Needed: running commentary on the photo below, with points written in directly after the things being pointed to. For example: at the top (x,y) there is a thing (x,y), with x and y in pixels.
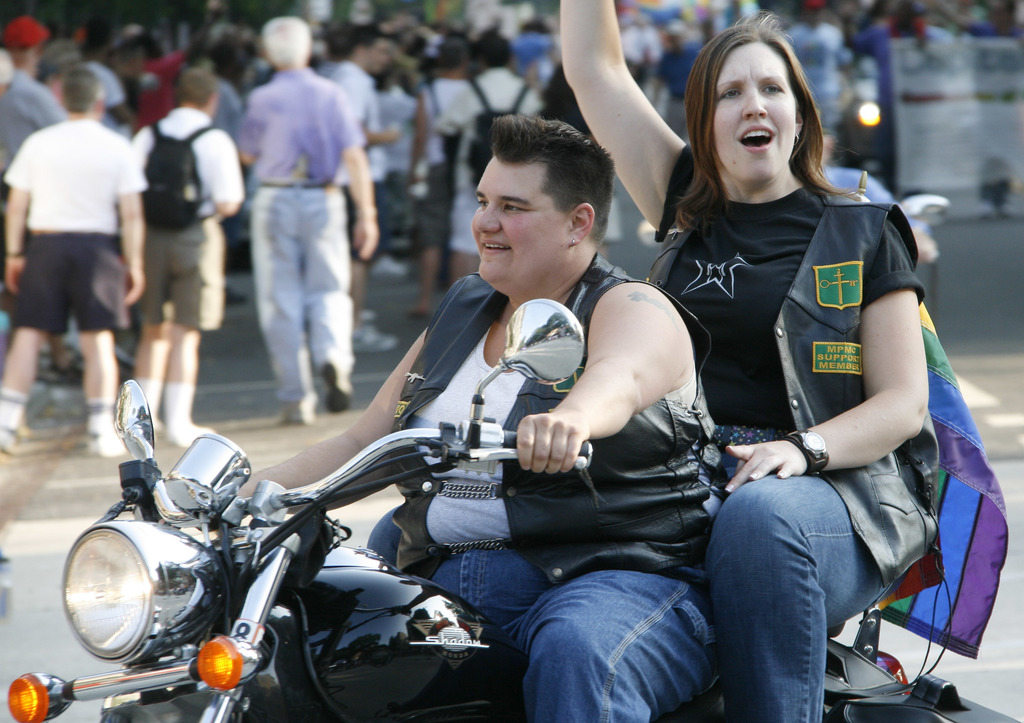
There are two people (625,393) in the image man (635,355) and woman (810,325). Man (588,348) is riding a bike (334,538) and woman (756,357) is sitting beside man (593,334). Woman (856,382) is also wearing a watch (809,464) which is in black color. In background (488,49) we can see a group of people (621,24) who are walking on road (434,266). On left side (195,184) we can see a man (175,142) wearing a bag (159,152) and walking.
